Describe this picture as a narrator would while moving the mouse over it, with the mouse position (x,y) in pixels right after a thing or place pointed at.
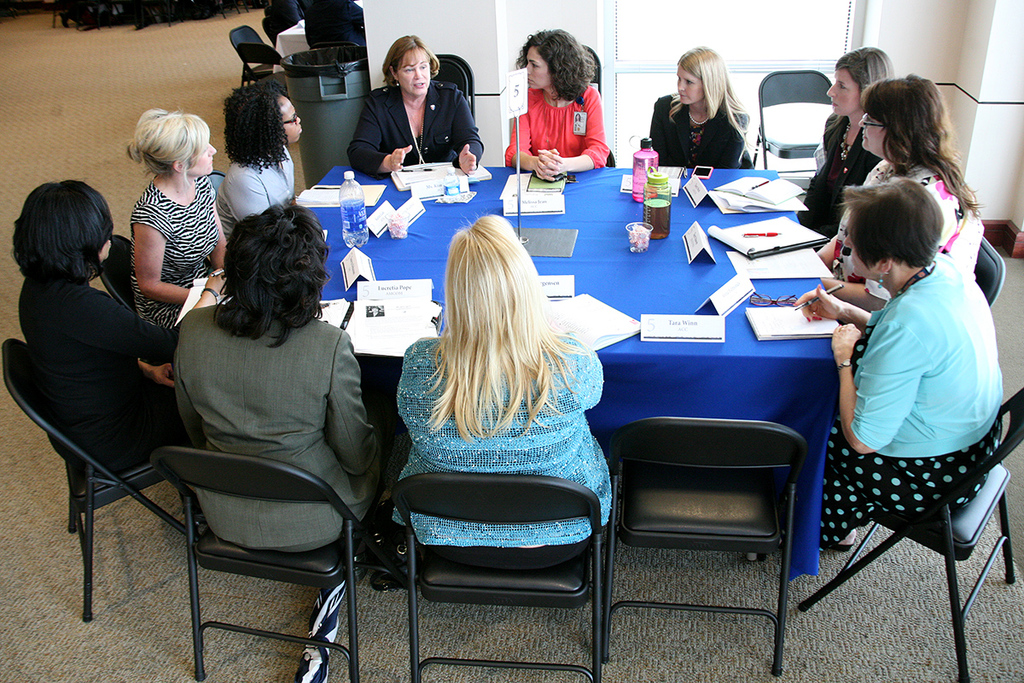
In this picture a group of people (407,76) sitting on a chair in meeting, and here is the table (400,193) and water bottle (349,199), and book (370,196) and glass (637,241) and many other objects (558,235) on it, and at back (323,72) here is the trash bin (333,85) and here is the floor (56,114).
